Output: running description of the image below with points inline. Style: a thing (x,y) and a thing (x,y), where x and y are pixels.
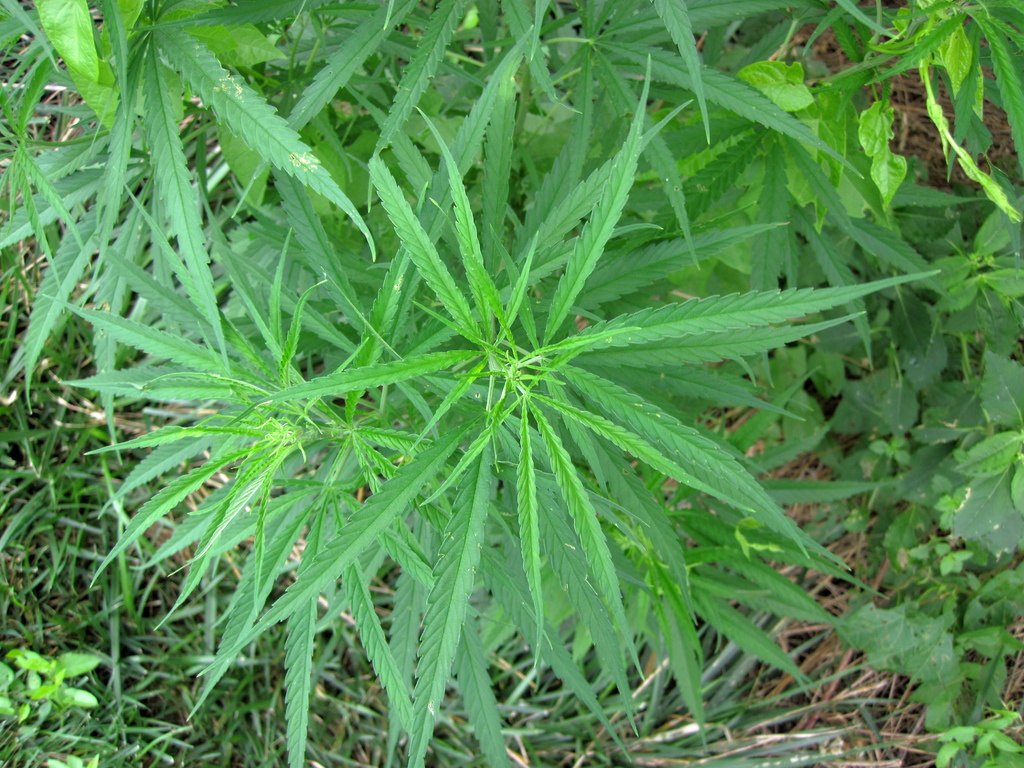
In this picture we can see plants (570,554), grass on the ground (3,633).
